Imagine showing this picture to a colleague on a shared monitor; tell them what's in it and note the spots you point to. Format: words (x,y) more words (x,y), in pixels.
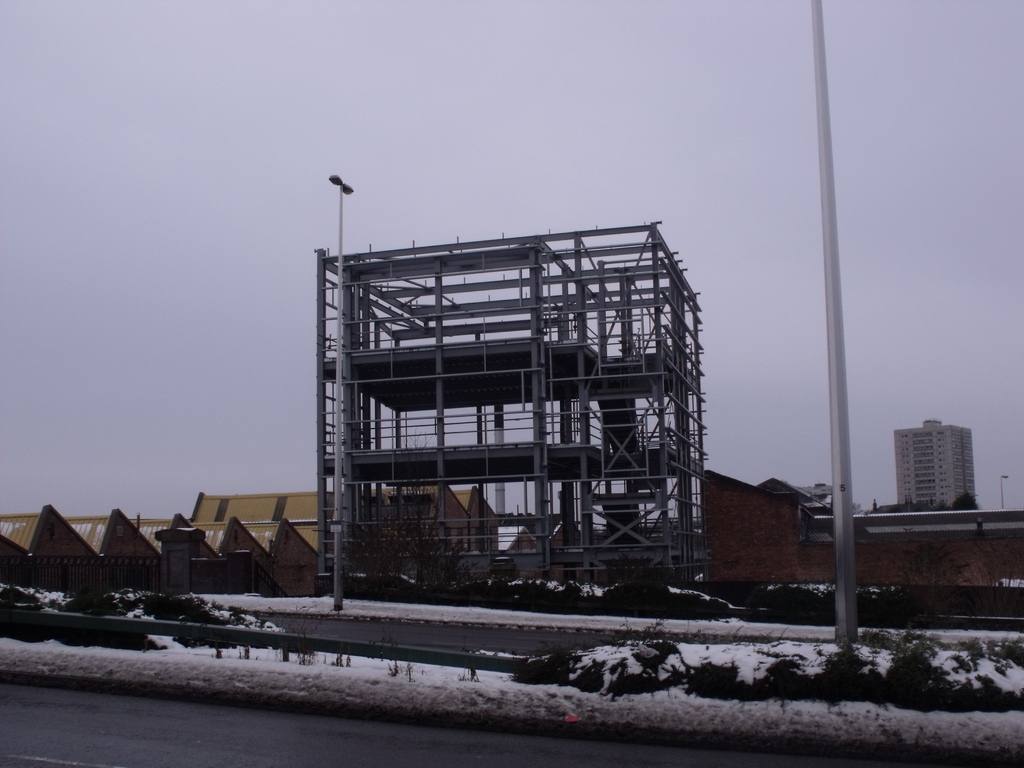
In this image there is a road (39,698) and under construction building (602,474), beside that there are some pyramid shaped buildings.
